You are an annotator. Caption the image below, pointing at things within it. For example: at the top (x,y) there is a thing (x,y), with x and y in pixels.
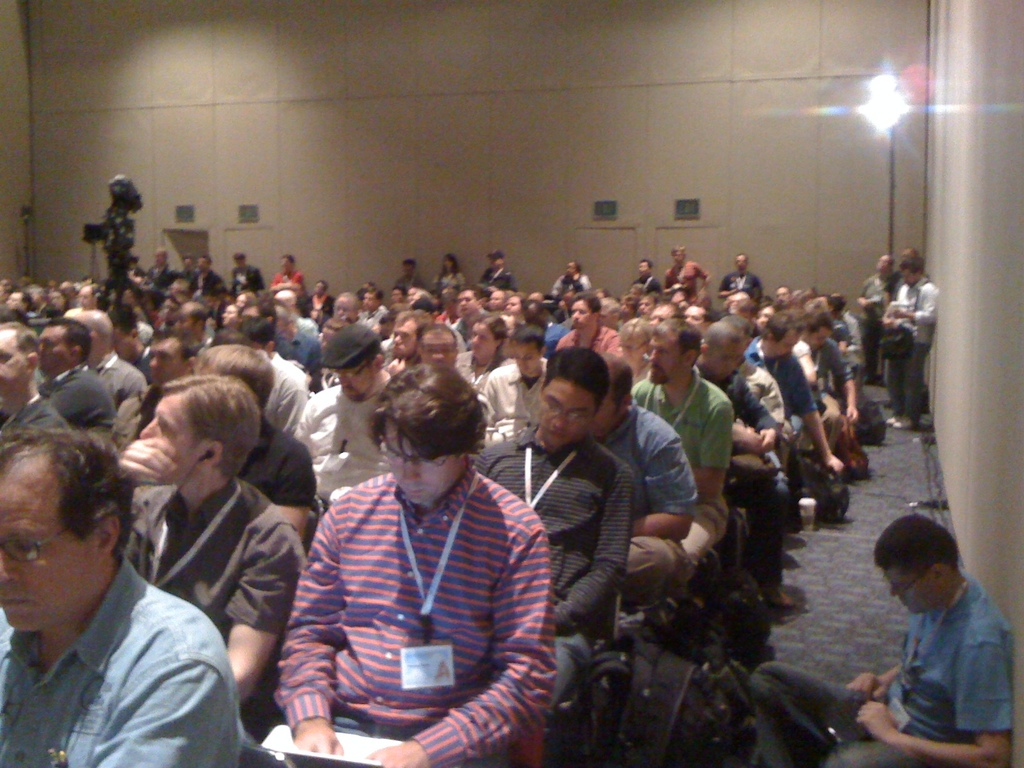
In the image there are many people (454,331) sitting on the chairs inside a room (874,619). To the right bottom of the image (974,609) there is a man (876,690) with blue t-shirt (924,680) is sitting on the floor (823,661). In the background (915,357) there are few people (678,267) standing. And behind them there is a wall (583,184) with doors (179,241) and exit boards (598,212) on it. And to the right side (930,130) corner there is a wall (963,168), beside the wall (938,150) there is a stand (891,232) with lights (891,122).
